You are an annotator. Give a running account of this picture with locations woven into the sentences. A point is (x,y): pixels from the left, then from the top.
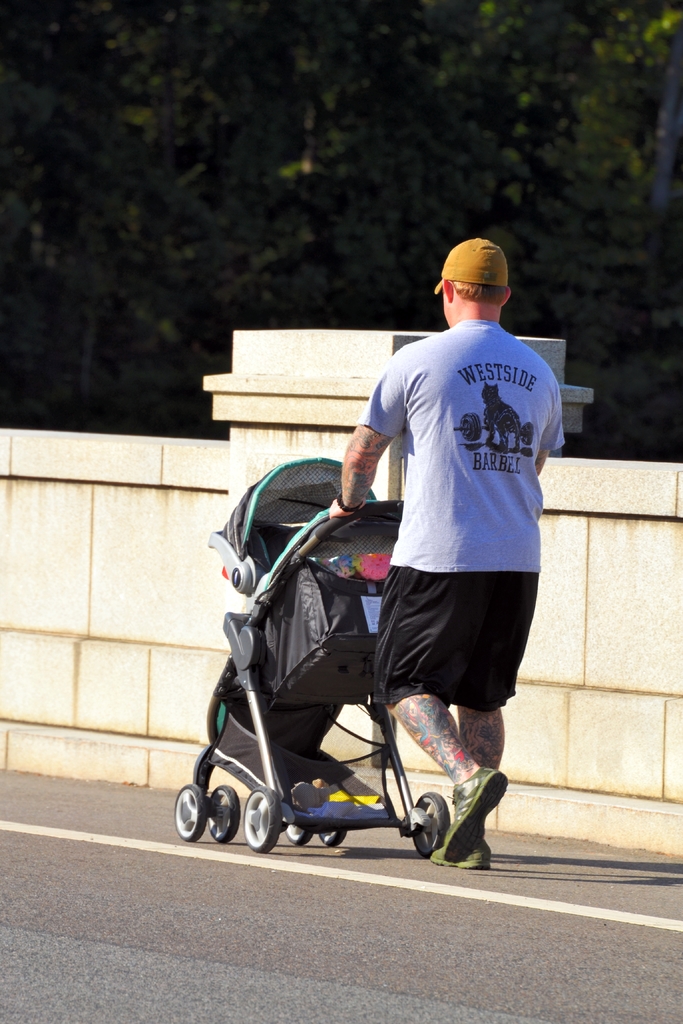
In this image I can see a man (434,389) wearing a t-shirt (468,561), short (507,664), cap (492,259) on the head (472,284), holding a baby chair (312,772) and walking on the road (340,872). Beside the road (476,875) there a wall (620,650). In the background (445,174) there are many trees (408,114).
